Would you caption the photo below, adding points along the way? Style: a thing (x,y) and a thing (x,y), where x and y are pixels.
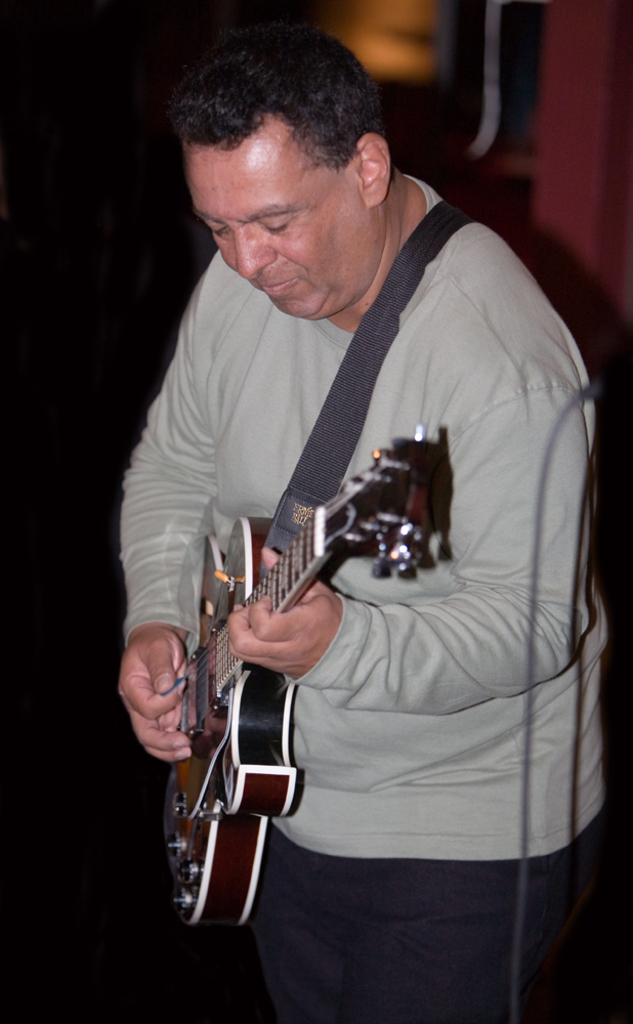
There is a man (479,441) wearing grey costume (449,645) holding a guitar (201,731) and playing in it.
